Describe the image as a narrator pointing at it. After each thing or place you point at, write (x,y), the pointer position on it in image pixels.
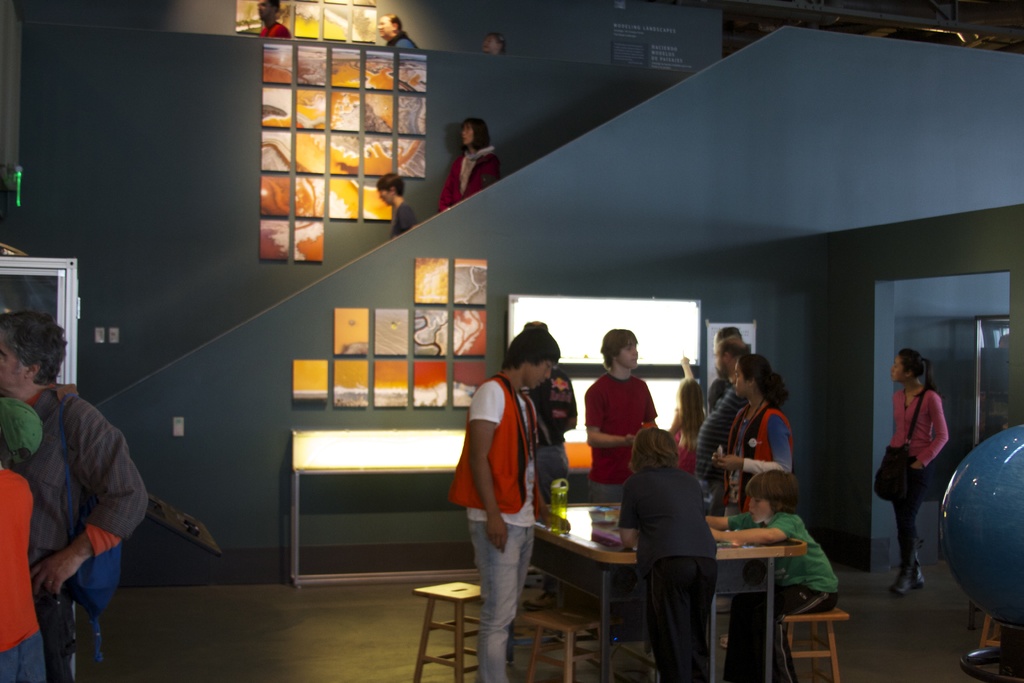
In this picture there are group of people (689,407) standing, there is a boy (805,597) sitting over here, he has a table (751,554) in front of them and onto the left there are people (35,471) standing.
